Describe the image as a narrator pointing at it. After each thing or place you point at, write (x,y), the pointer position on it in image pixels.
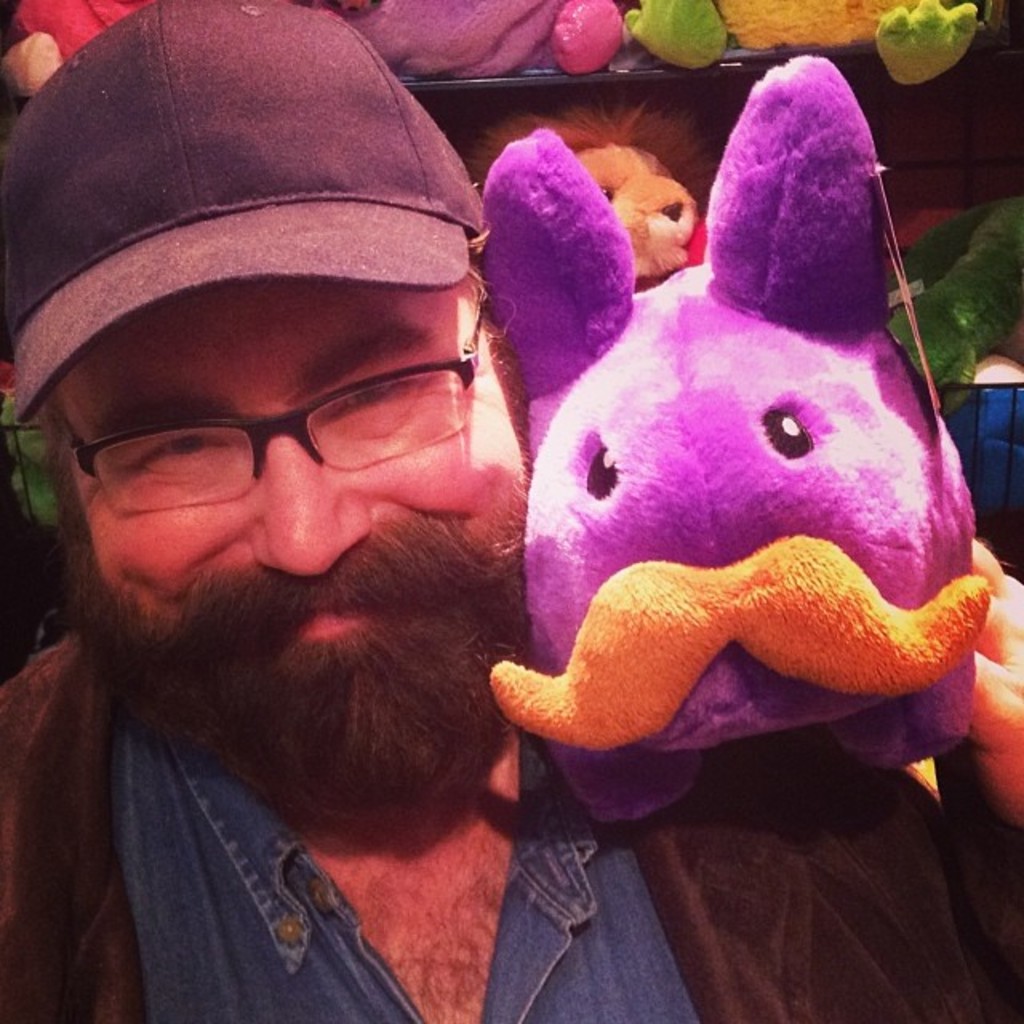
In this picture we can see a man (493,918), he wore a cap (283,241), there are some dolls (674,454) here.
